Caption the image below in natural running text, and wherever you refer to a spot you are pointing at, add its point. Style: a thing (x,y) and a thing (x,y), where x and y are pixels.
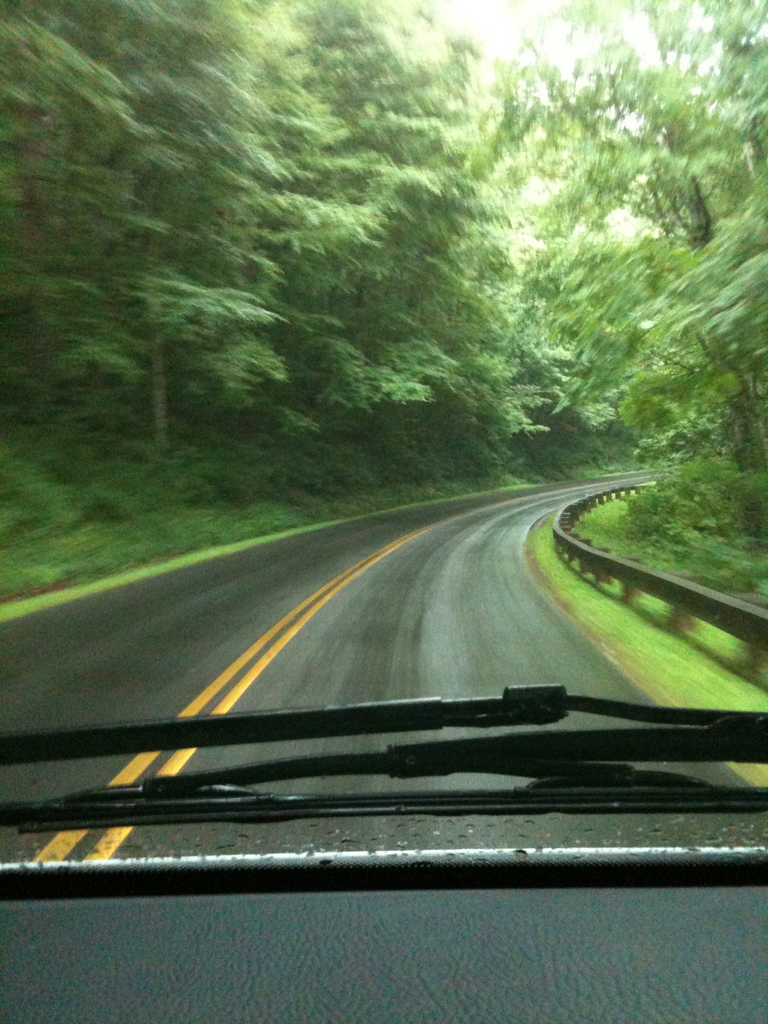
In this picture I can see wipers (480,809). I can see the road (467,525). I can see trees (458,406).
